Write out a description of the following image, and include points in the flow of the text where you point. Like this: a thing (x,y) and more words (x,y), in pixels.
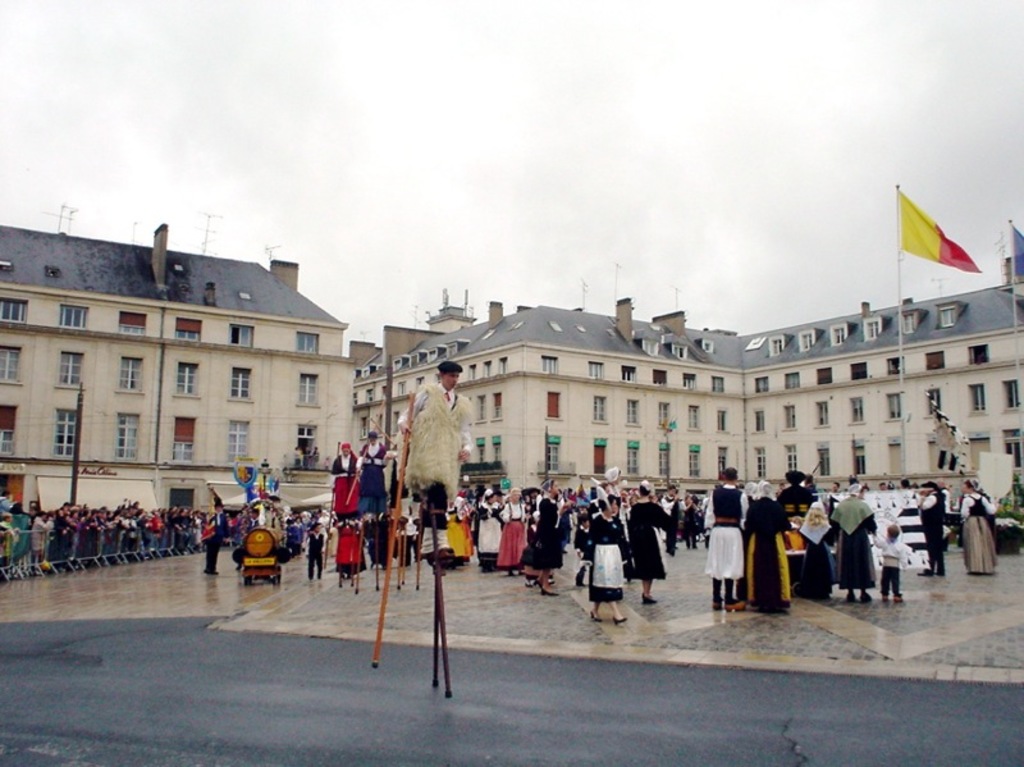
In this image we can see persons (639,533) standing on the floor (365,604) and one of them is walking on the sticks (435,574). In the background (437,314) we can see buildings (552,334), flags (922,249), flag posts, chimneys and sky (412,122).
